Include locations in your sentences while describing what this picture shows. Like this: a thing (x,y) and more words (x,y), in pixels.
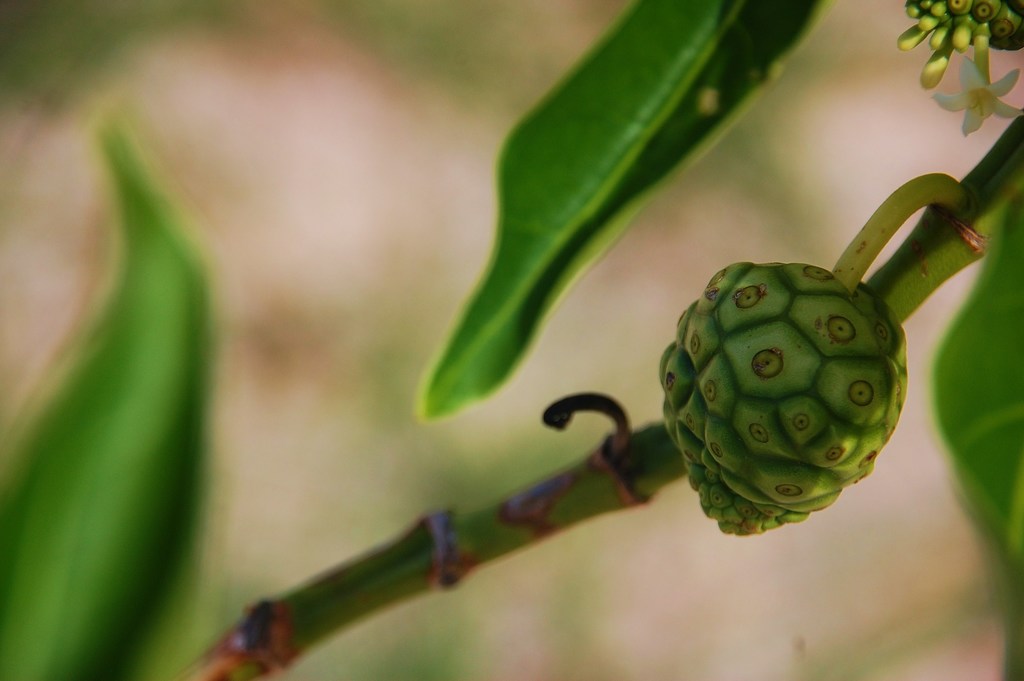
In the center of the image (670,399) we can see one plant (938,56), one fruit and one flower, which is in white color.
